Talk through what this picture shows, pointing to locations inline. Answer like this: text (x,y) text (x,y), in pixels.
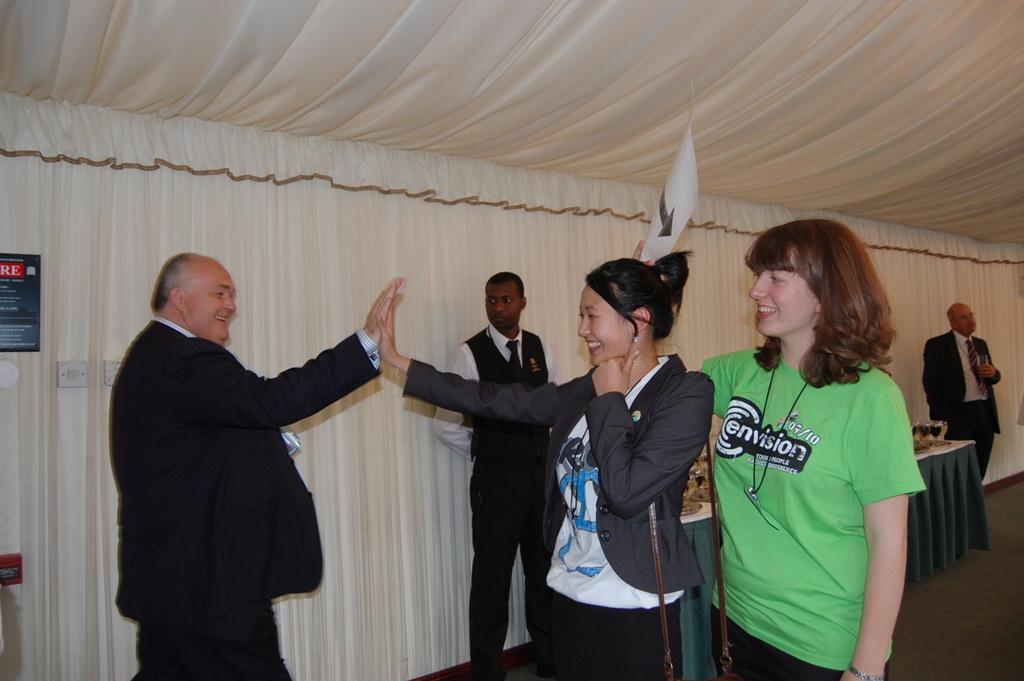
In the center of the image (366,379) we can see many persons (570,516) standing on the ground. In the background (970,528) we can see curtains (6,237), tables (947,471), glass tumblers (924,428), beverages (943,429) and persons (980,348).
